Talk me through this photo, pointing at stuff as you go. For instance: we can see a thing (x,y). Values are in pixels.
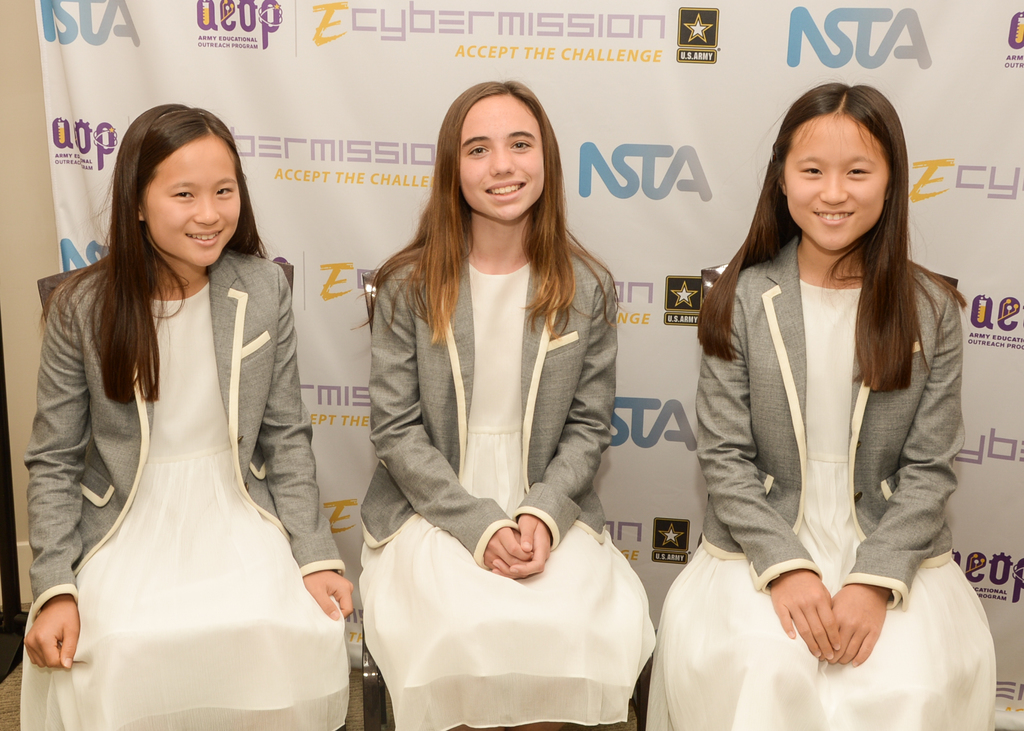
In the image we can see there are girls (502,482) sitting on the chair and they are wearing ash colour jackets (453,424) and white colour frocks (583,548). Behind there is banner (394,113).
